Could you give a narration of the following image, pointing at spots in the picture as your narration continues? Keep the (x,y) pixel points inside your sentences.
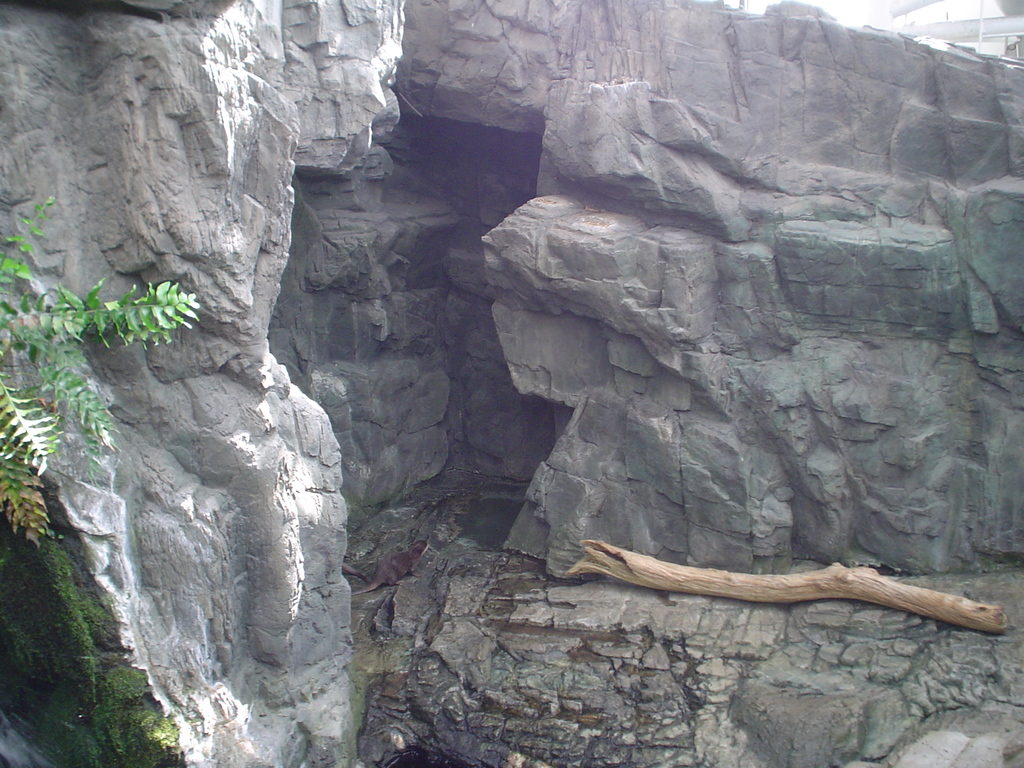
In the picture we can see some rocks (149,550), hills (172,492) near to it, we can see some plant (39,510) and some mold (139,681) to the rocks (563,650) and some tree stick (813,596) on it.
